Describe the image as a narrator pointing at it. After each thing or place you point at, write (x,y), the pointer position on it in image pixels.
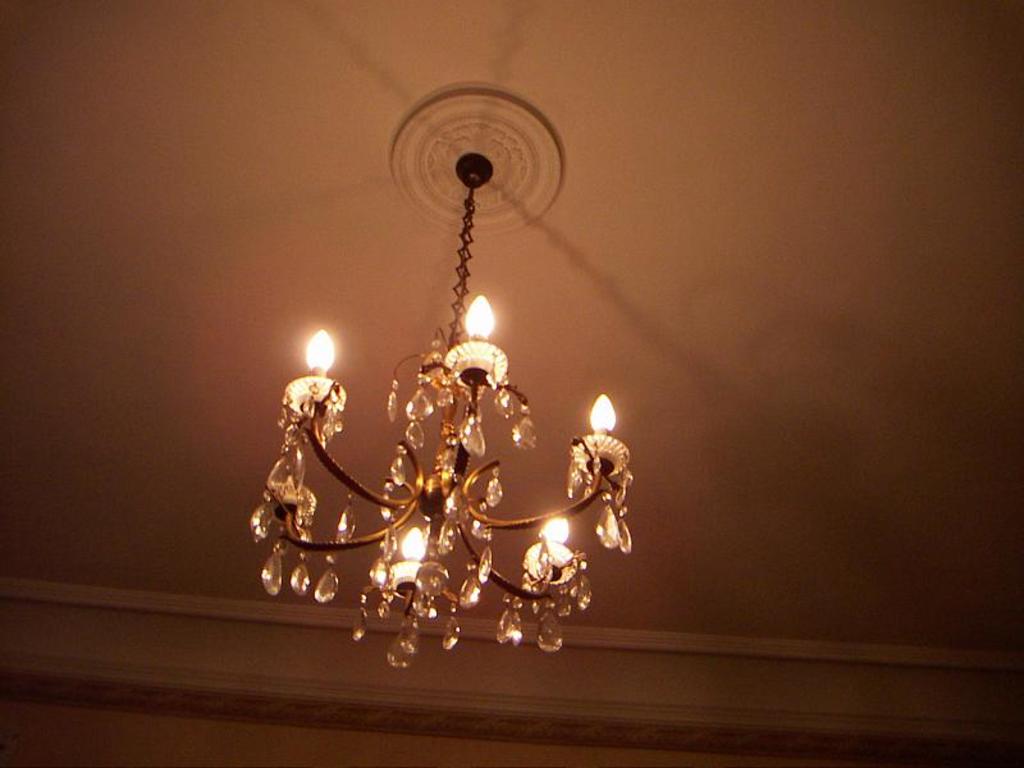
In this image, I can see a chandelier (293,519), which is hanging to the roof (570,130). I think this is an iron chain (456,294).
